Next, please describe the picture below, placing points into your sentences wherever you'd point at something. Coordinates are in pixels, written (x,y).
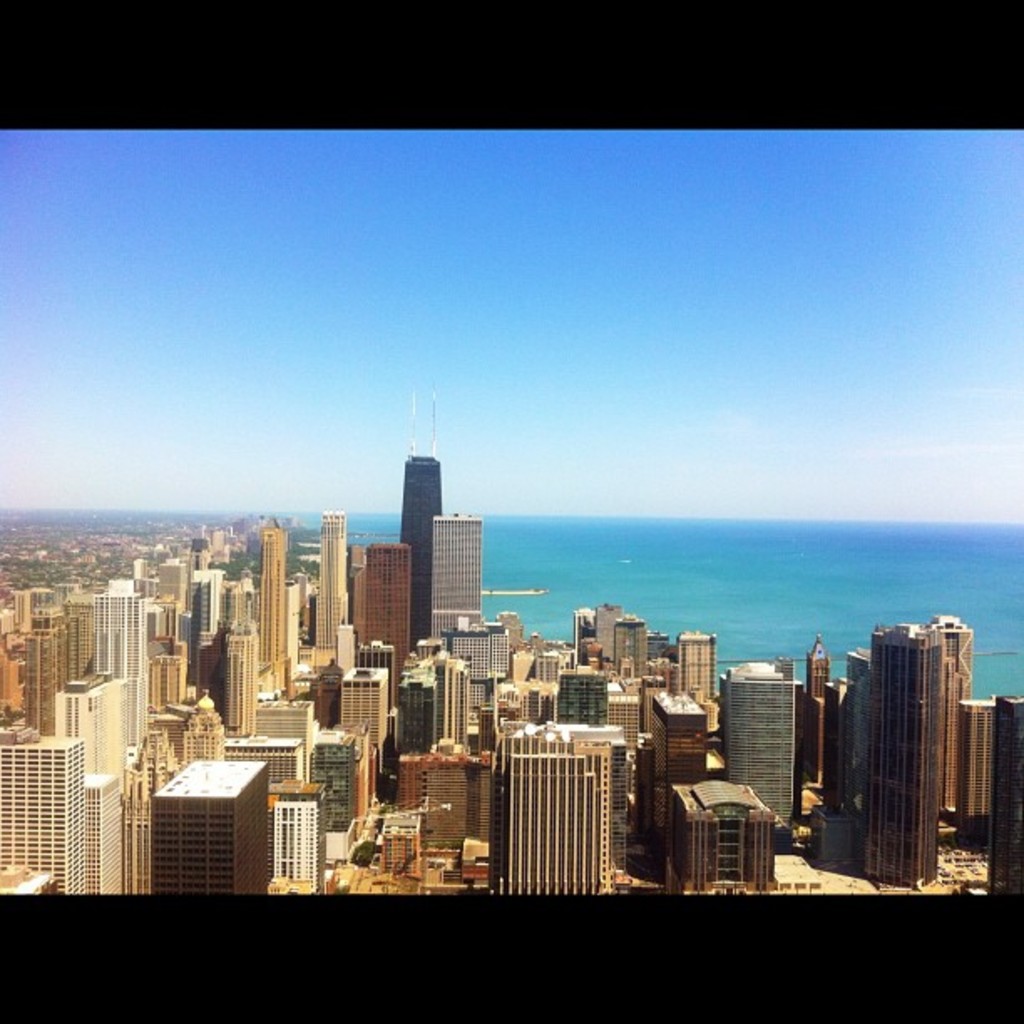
In this picture I can see buildings (480,764), water (743,632) and a blue sky (467,349).
